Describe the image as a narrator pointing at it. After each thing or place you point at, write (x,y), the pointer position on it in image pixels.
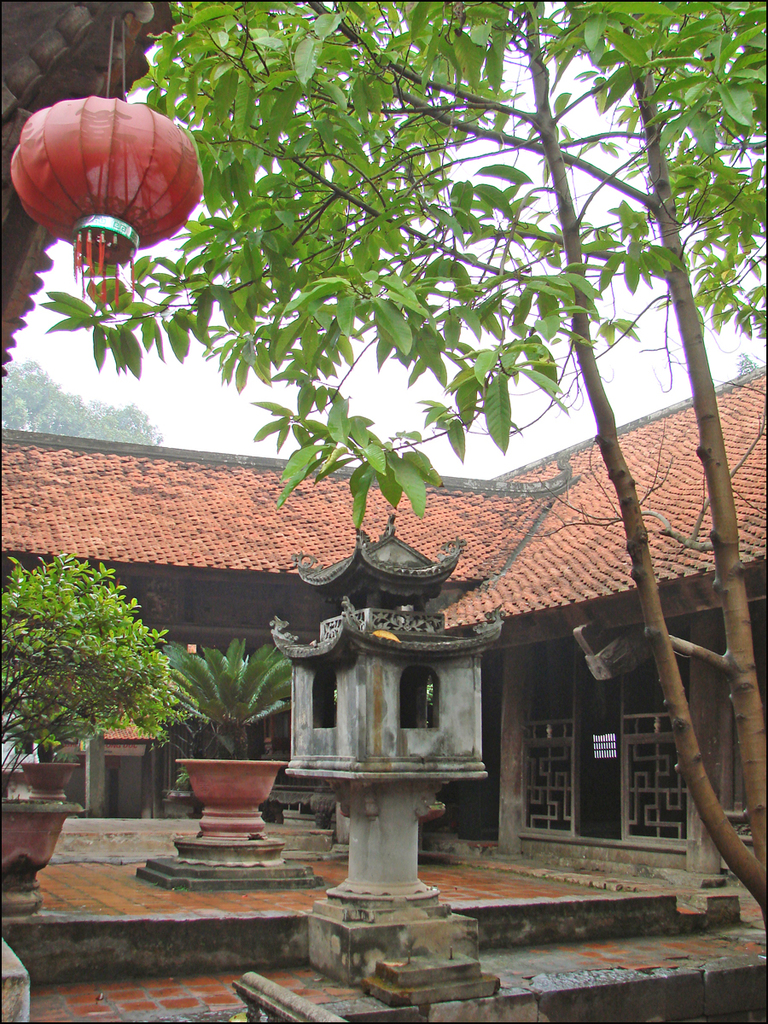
In this image we can see some trees (74,709), plants (276,679), house (535,757) and other objects (409,646). In the background of the image (217,399) there are trees (63,408) and the sky (260,420). On the left side (153,192) top of an image (162,186) there is a decorative object (87,151). At the bottom of the image (155,970) there is the wall (670,970).
